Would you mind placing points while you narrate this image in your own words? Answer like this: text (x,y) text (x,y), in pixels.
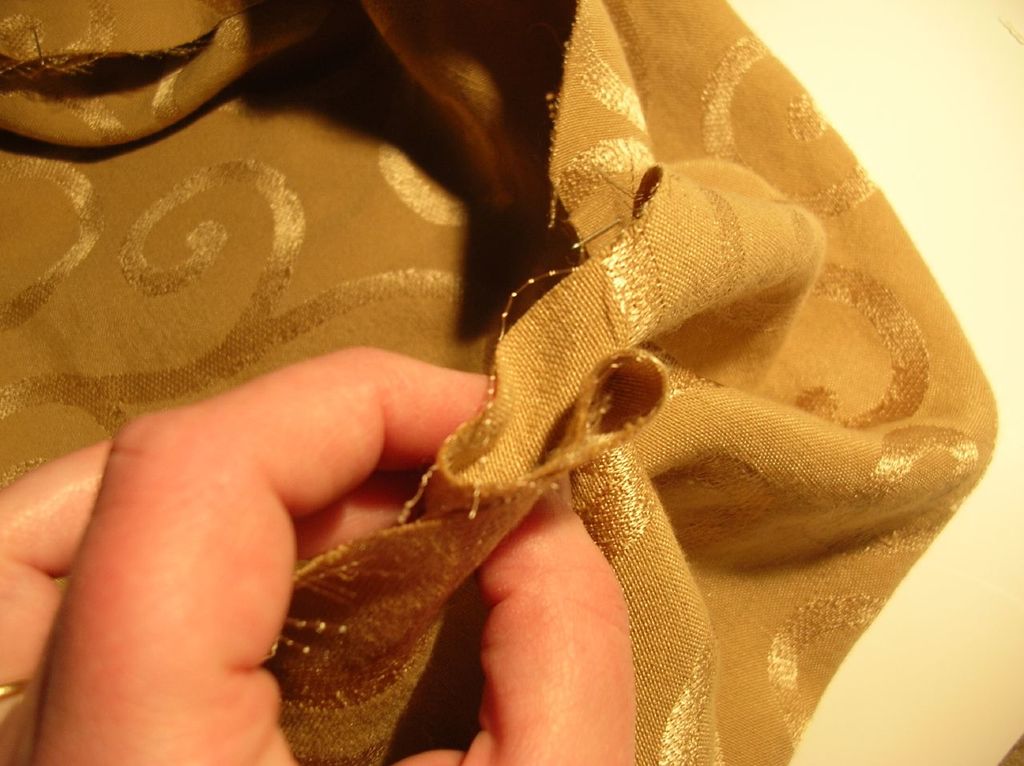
In this image a person hand (248,575) is holding a brown color cloth (726,448).
